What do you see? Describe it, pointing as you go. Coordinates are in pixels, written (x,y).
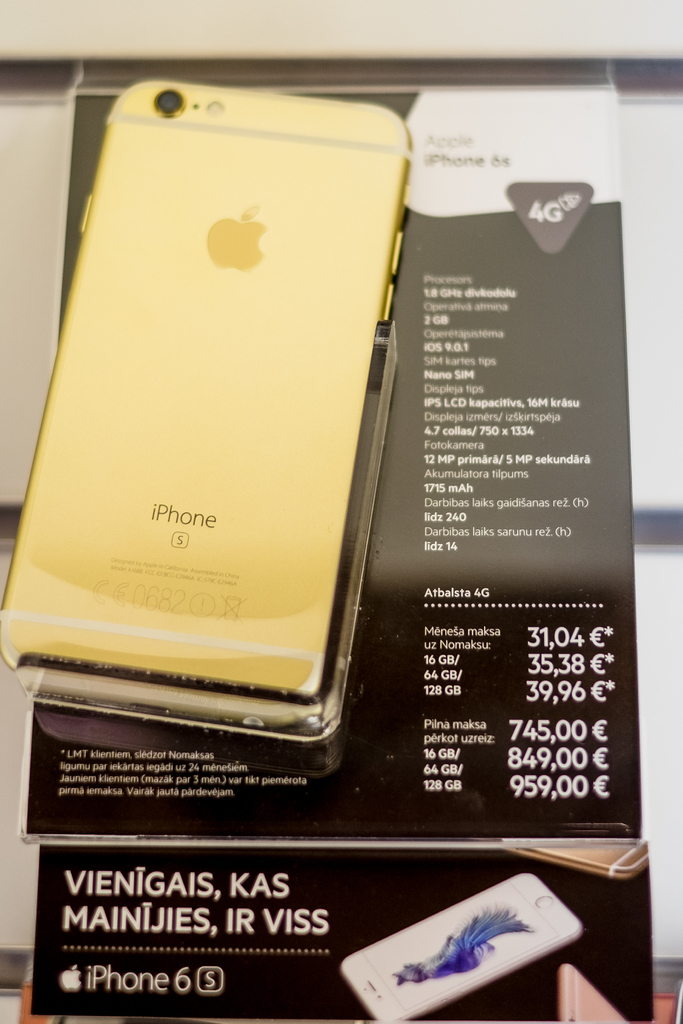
In this image we can see phone (249,504) on a paper (384,670). On the paper (396,794) there is text (449,631). Also there is another paper (212,941) with text (212,929) and images of phone (405,949).
